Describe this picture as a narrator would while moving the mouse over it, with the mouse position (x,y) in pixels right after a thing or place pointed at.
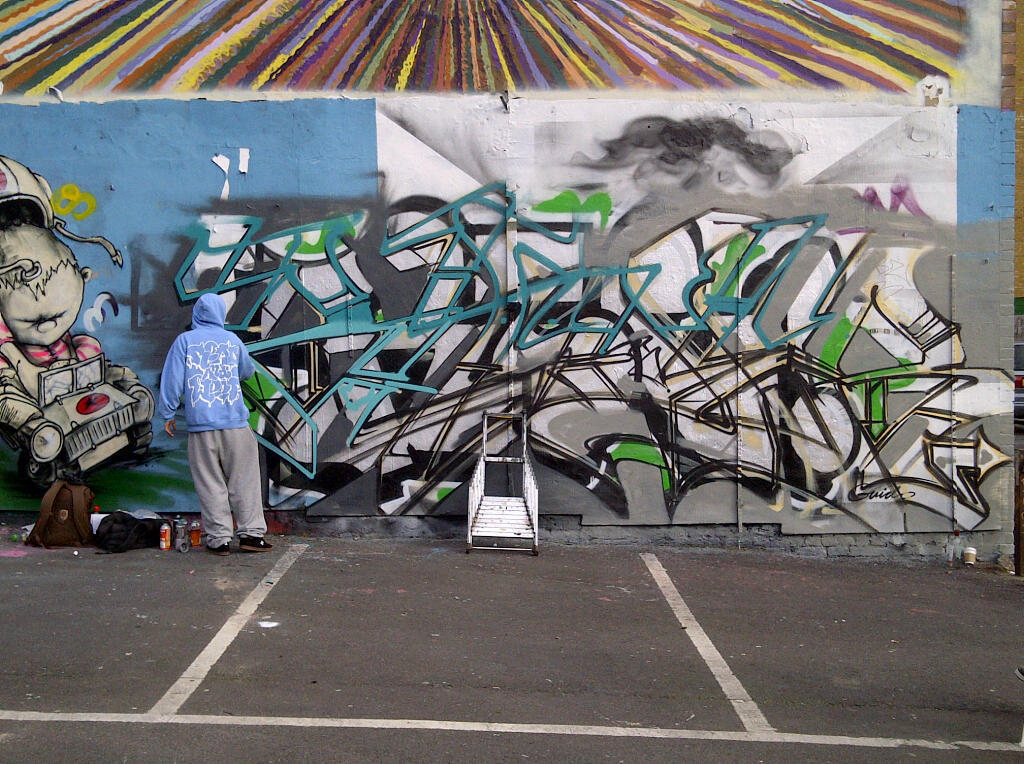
Here we can see graffiti (739,369) on the wall (728,333). In front of this wall (161,427) there is a person (238,489), bottles (180,528), bags (156,535), and an object (523,517).
